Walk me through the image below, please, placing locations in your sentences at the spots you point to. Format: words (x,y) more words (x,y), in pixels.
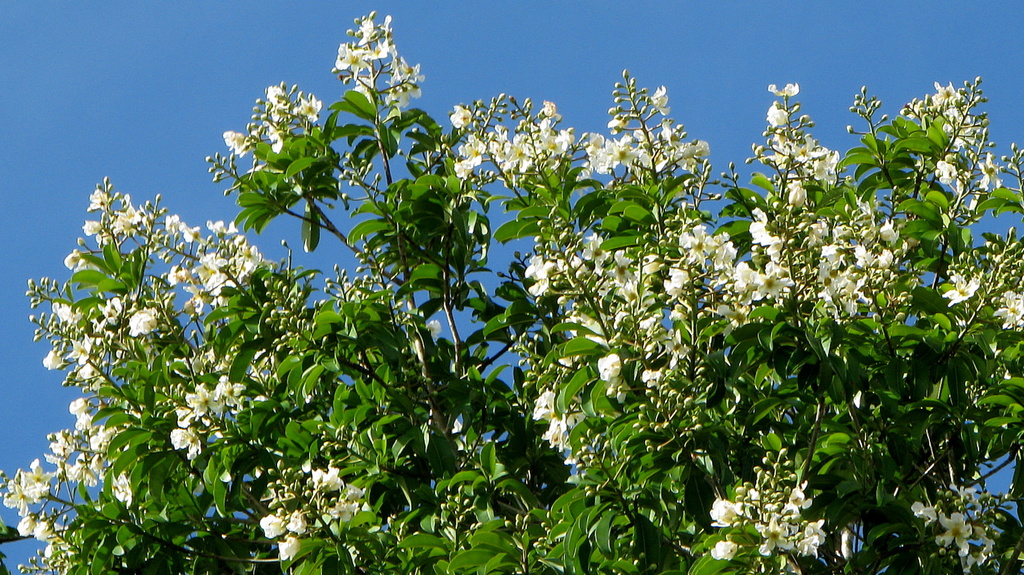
In this image we can see a tree (498,421) with some flowers (401,77) and buds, in the background (548,96), we can see the sky (558,46).
